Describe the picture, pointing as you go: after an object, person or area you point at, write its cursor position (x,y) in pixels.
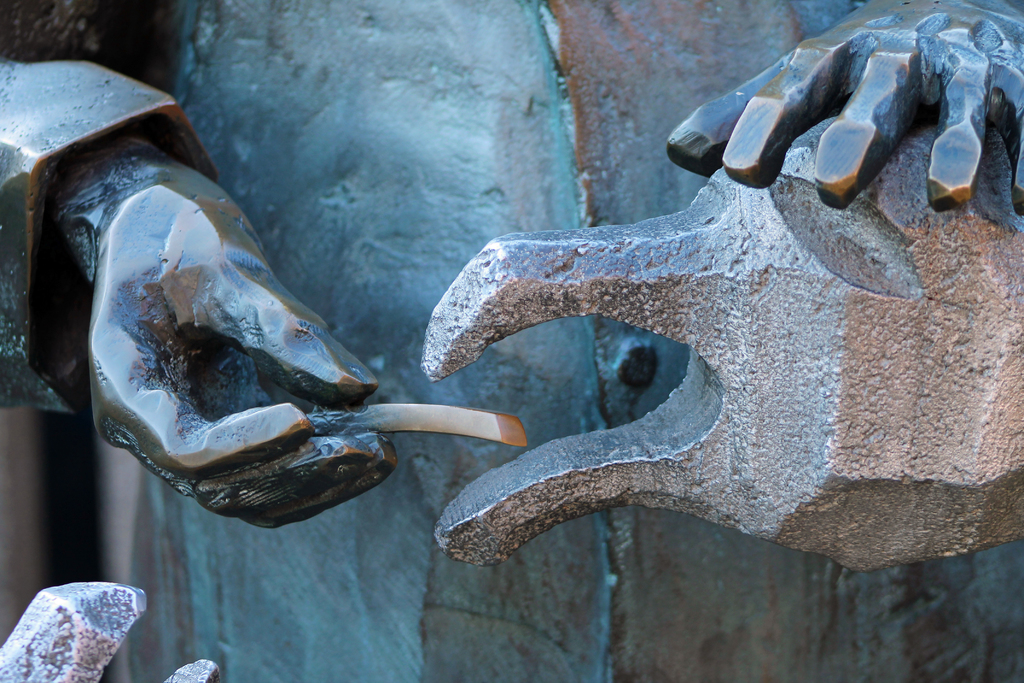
In this image there are statues (584,431).
